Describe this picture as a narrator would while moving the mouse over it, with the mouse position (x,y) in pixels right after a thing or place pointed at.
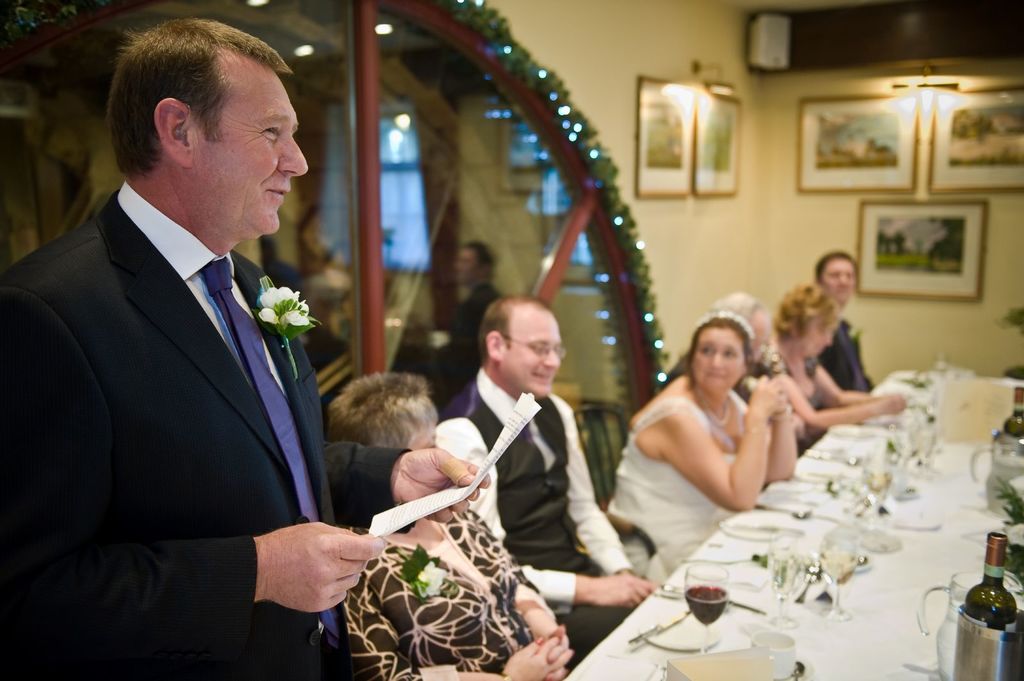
In this image I can see people (297,450) where one is standing and rest all are sitting on chairs (616,426). I can also see he is holding a paper (447,502) and I can see he is wearing formal dress (170,475). I can also see a table (944,466) and on it I can see few bottles (999,609), few glasses (697,591) and few other stuffs (752,667) on it. In background (874,110) I can see few frames (725,169) on these walls (759,174).
